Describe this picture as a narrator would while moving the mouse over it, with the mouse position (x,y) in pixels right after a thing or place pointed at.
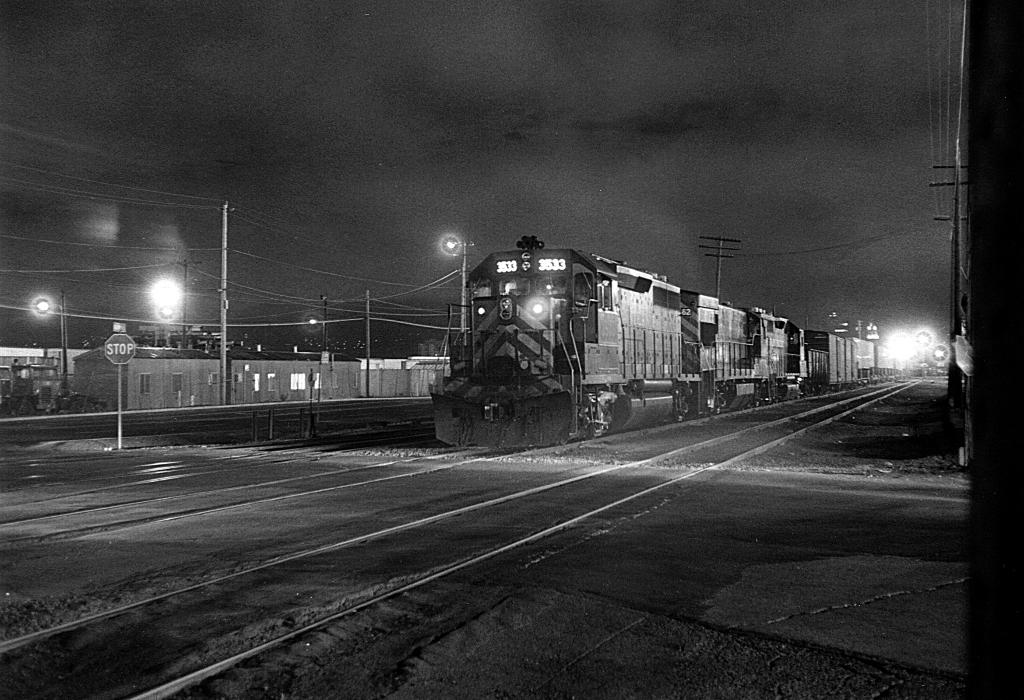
In this image I can see the black and white picture in which I can see the ground (545,570), few railway tracks (478,542), a train (595,367) on the track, few buildings (171,388), few poles (224,356), few boards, few lights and the sky (248,306) in the background (519,139).
